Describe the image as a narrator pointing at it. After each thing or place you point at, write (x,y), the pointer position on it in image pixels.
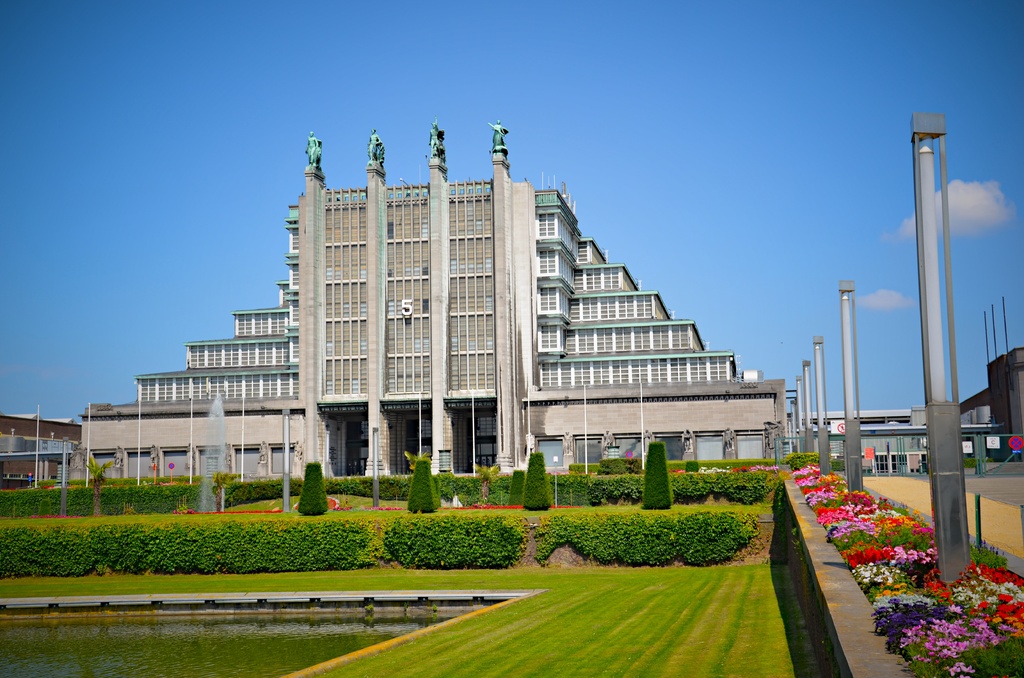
In this image, we can see buildings (620,436), walls (581,430), poles (825,402), plants (183,483), water fountain (197,503), grass (507,617), water (363,624), flowers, boards (1018,448) and few objects (685,443). Background (153,231) there is the sky (263,194).
